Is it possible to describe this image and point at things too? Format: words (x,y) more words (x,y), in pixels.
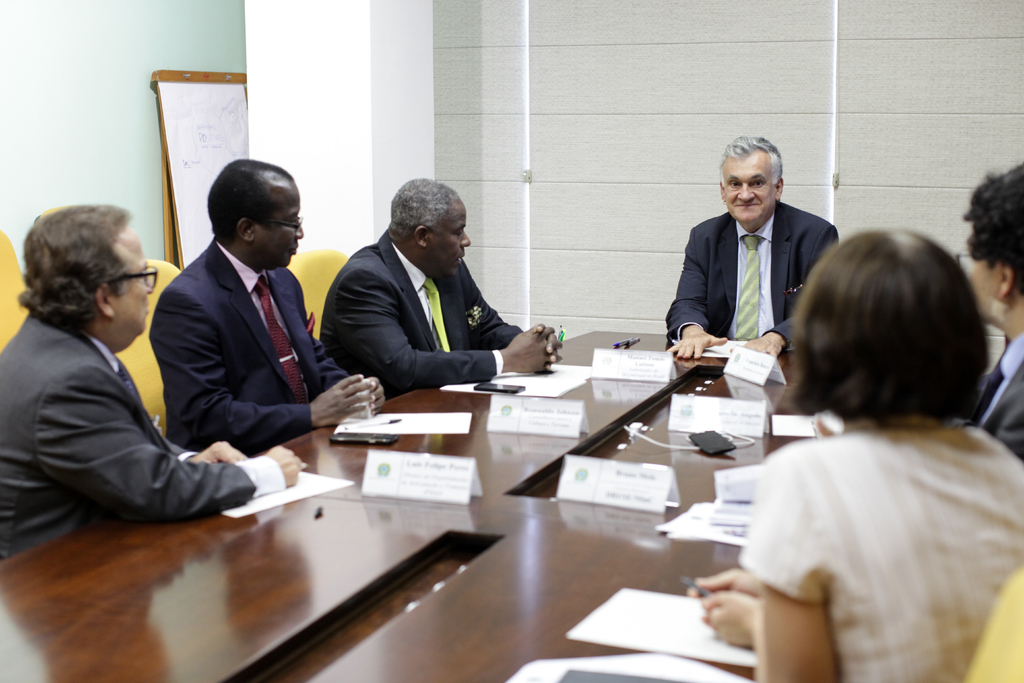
In this picture I can see there are a few people (296,366) sitting in the chairs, they have a table (534,560) in front of them with papers (527,375), name boards (565,497), pens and there is a pillar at the left side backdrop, there is window (733,66) and it is covered with a curtain (598,111).
